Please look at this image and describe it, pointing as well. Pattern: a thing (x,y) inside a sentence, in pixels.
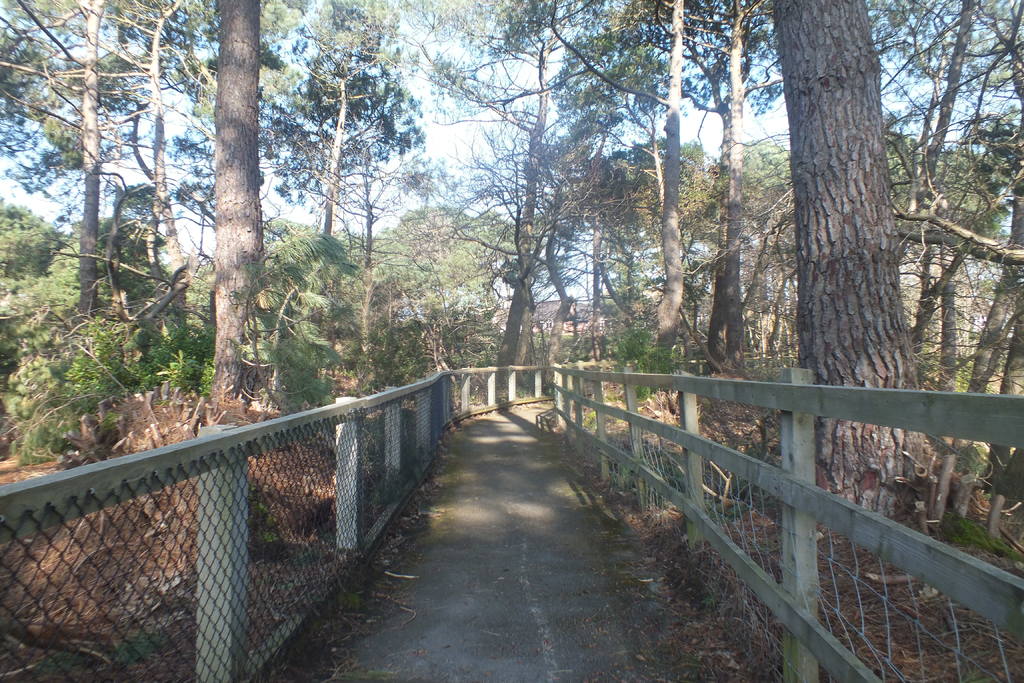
This looks like a pathway (476,476). I think this is a fence (273,474). I can see the trees (336,185) with branches (542,92) and leaves (651,350).
